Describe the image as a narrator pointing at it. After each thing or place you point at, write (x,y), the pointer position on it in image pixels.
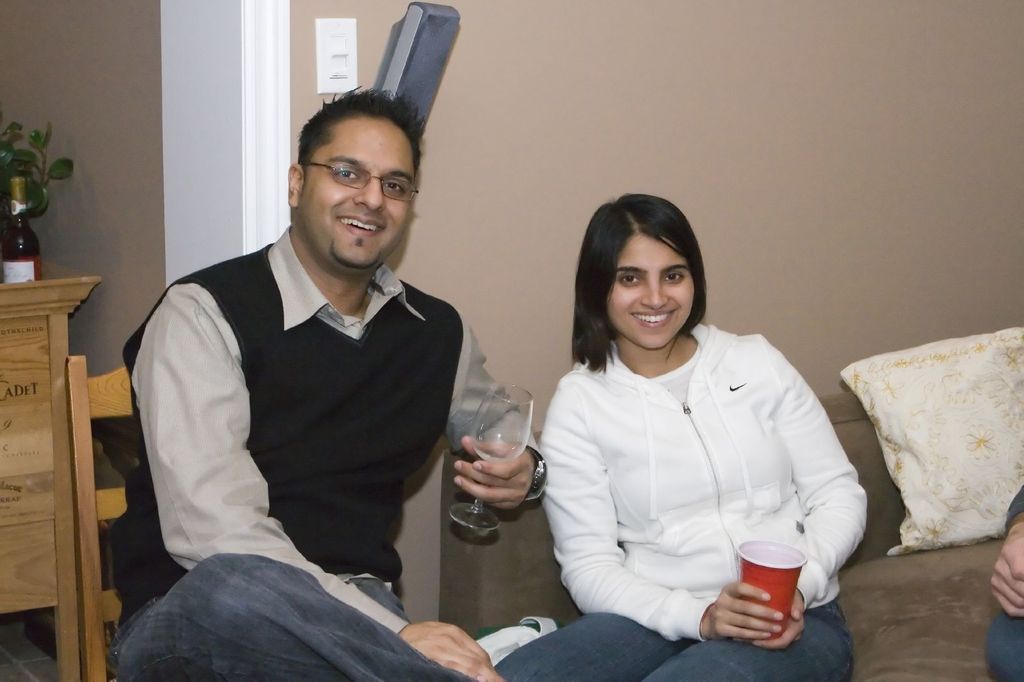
Here in this picture we can see a couple (387,445) present and the woman (553,530) in the right side (698,458) is sitting on a couch (482,556) and the man (380,517) on the left side (171,631) is sitting on a chair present over there, both of them are holding glasses (493,436) and smiling and the person (453,351) is wearing spectacles (313,162) on him and we can see cushion (908,378) on the couch (516,561) present and on the left side (90,292) we can see a table (81,298), on which we can see a champagne bottle (13,193) and a plant (17,174) present over there.
